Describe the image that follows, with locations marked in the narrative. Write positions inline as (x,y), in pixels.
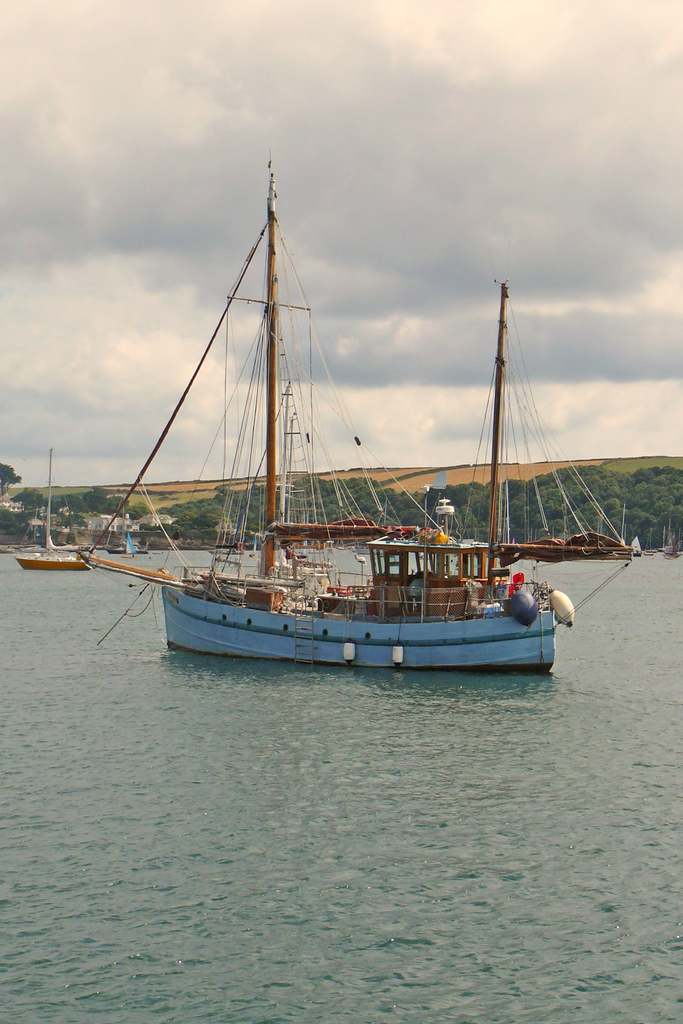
In this image there is the water (336,779). There are boats (280,546) on the water (625,582). In the background (630,479) there are mountains (628,462) and trees (671,498). At the top (365,171) there is the sky (365,174).
